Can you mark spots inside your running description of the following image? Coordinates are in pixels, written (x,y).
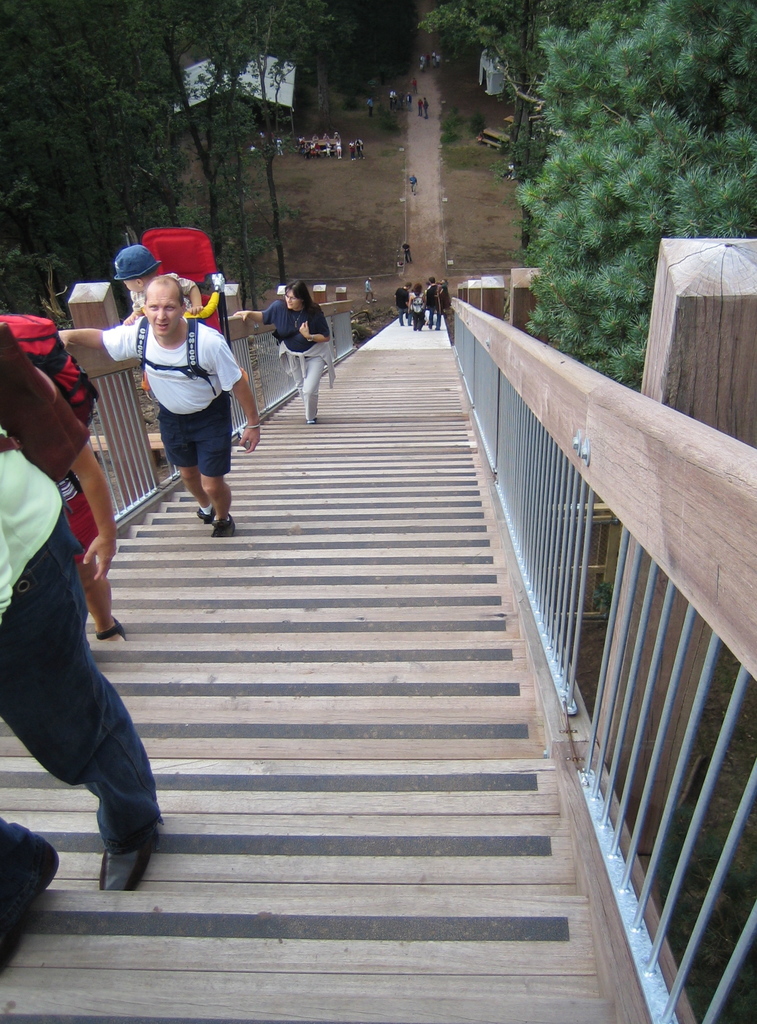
In this picture I can see group of people (22,369), there are stairs (126,938), there are tents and benches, and in the background (541,133) there are trees (748,174).
